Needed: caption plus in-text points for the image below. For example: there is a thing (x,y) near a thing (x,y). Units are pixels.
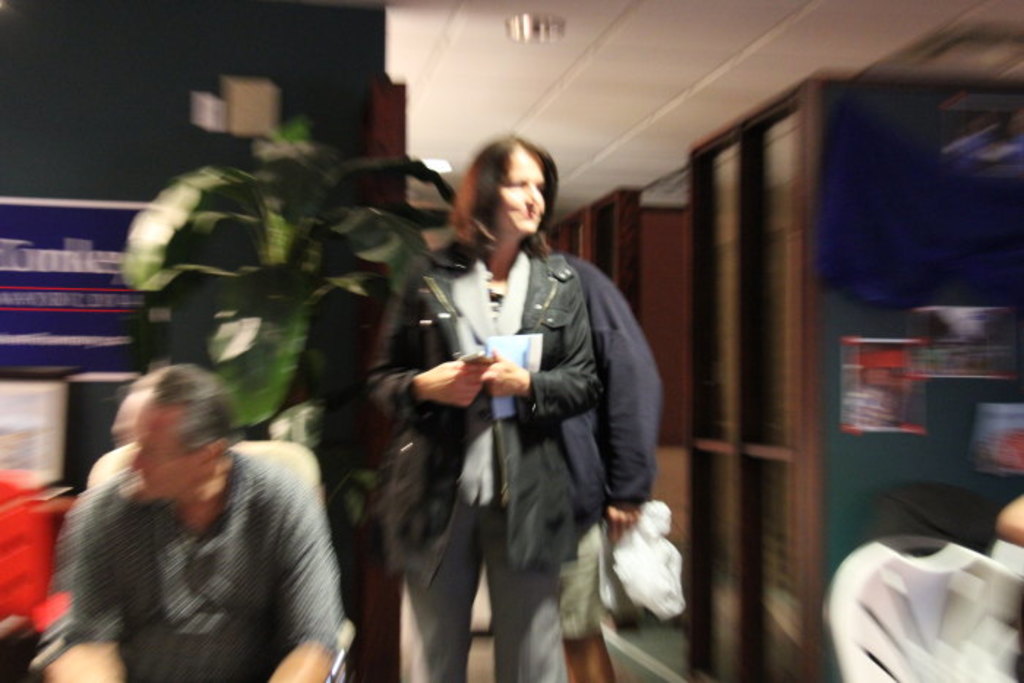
In the image there is a woman (446,350) in black jacket (521,471) standing in the middle of the room (842,449) with a man (637,364) standing behind her and another man (215,584) sitting beside her, in the back (258,280) there is a plant (401,267) in front of wall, on the right side (895,596) there are chairs (898,652) in front of the wooden lobby (783,295), there are lights (442,159) over the ceiling (459,151).
